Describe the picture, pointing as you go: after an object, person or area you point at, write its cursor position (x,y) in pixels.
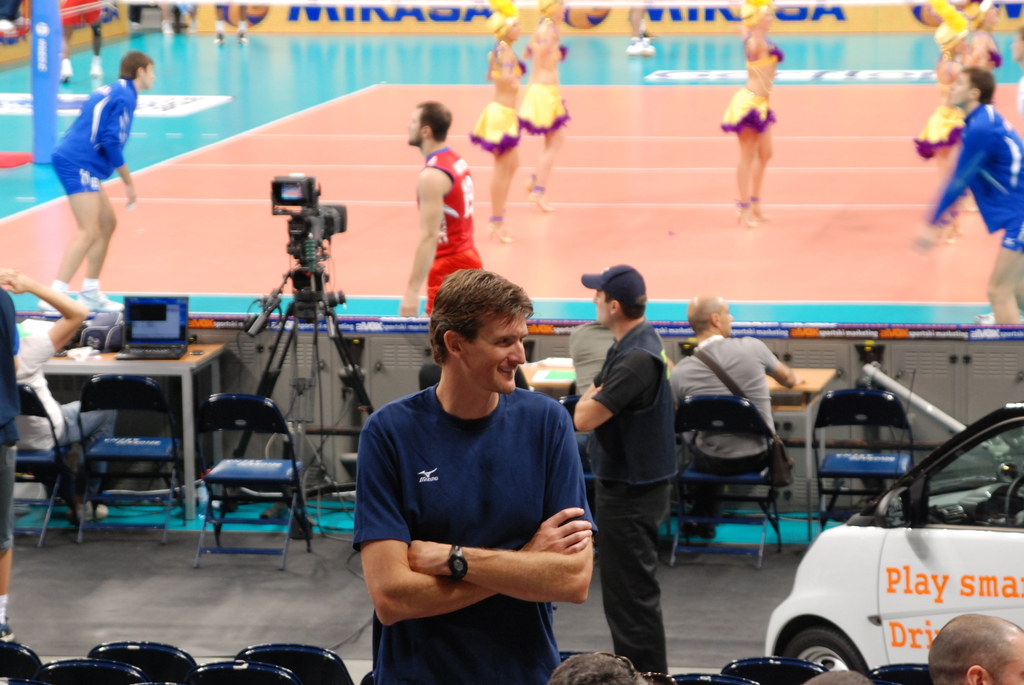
In this image I can see a group of people (484,348) on the floor (777,264), car (868,610) and two persons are sitting on the chairs (159,420) and also I can see a camera stand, a table (197,362) on which a laptop (156,355) and some objects (112,349) are there. At the top (269,26), I can see a fence (352,23). This image is taken may be during a day.
